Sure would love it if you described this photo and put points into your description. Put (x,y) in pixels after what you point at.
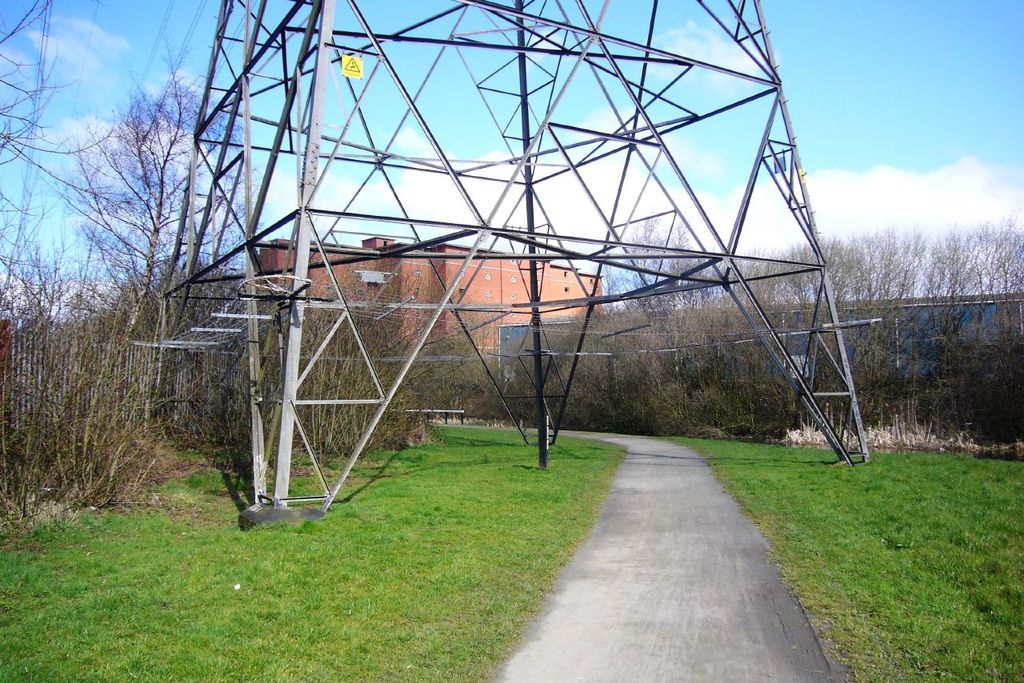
In this image I can see the road (631,542), some grass (486,506) on both sides of the road (664,540), a tower (276,122) which is made up of metal poles (405,35), a sign board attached to the tower (348,53), few trees (871,288) and in the background (524,297) I can see a building (494,289) and the sky (335,128).
